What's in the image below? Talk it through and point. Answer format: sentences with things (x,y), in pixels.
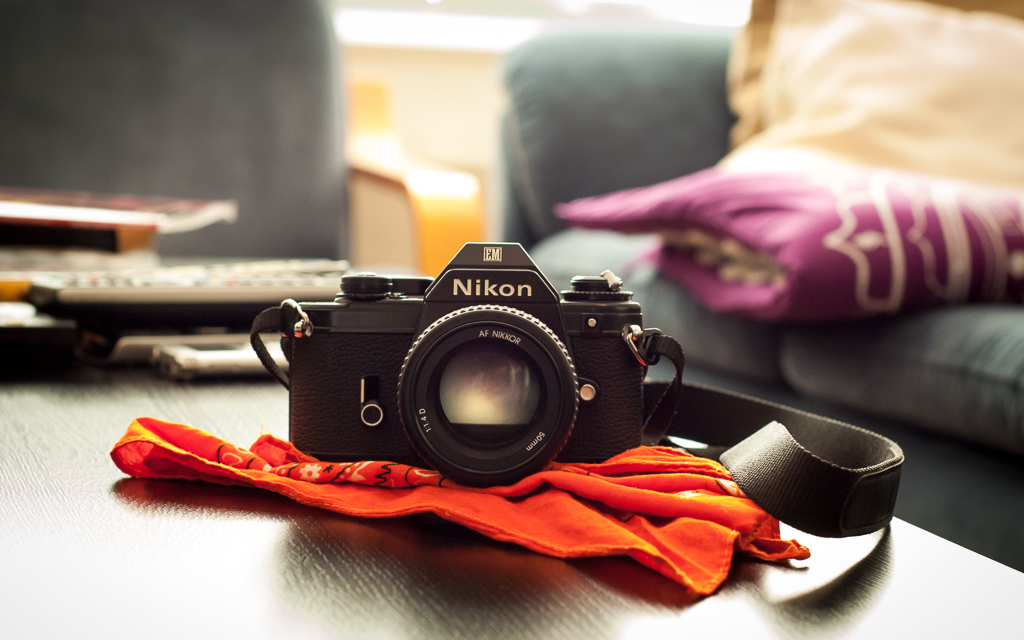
Here in this picture we can see a camera (468,415) present on a cloth (393,502), which is present on the table (190,417) over there and beside it we can see some books (116,261) present and on right side (989,358) we can see a couch (604,266) present with a cushion (811,302) on it over there.
